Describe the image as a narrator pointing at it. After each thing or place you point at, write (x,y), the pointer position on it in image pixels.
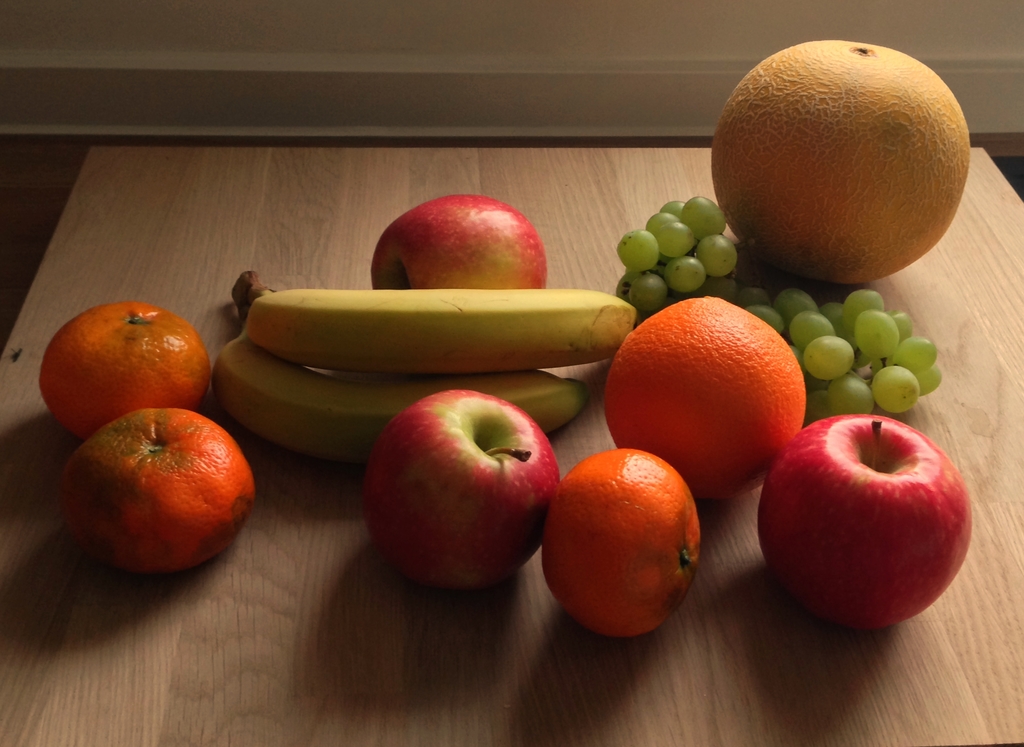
In this image we can see some fruits (405,436) on the table (304,474), some of them are apples (504,263), oranges (173,373), bananas (477,325) and grapes (903,381).
